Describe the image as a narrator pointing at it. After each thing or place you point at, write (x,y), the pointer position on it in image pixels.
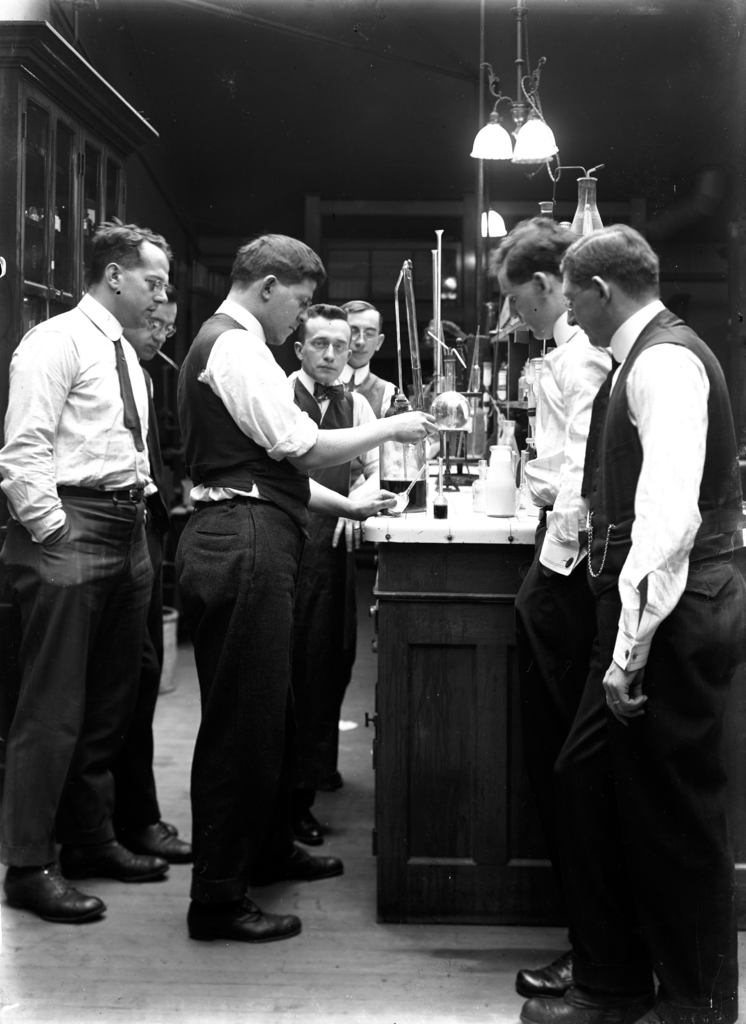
This is a black and white image, in this image there people (339,610) standing near a table (449,524), on that table (482,520) there are bottles (493,483), and small rods (443,342), at the top (485,138) there is a light (521,147) hanged, in the top left (113,162) there is a cupboard (63,93).
